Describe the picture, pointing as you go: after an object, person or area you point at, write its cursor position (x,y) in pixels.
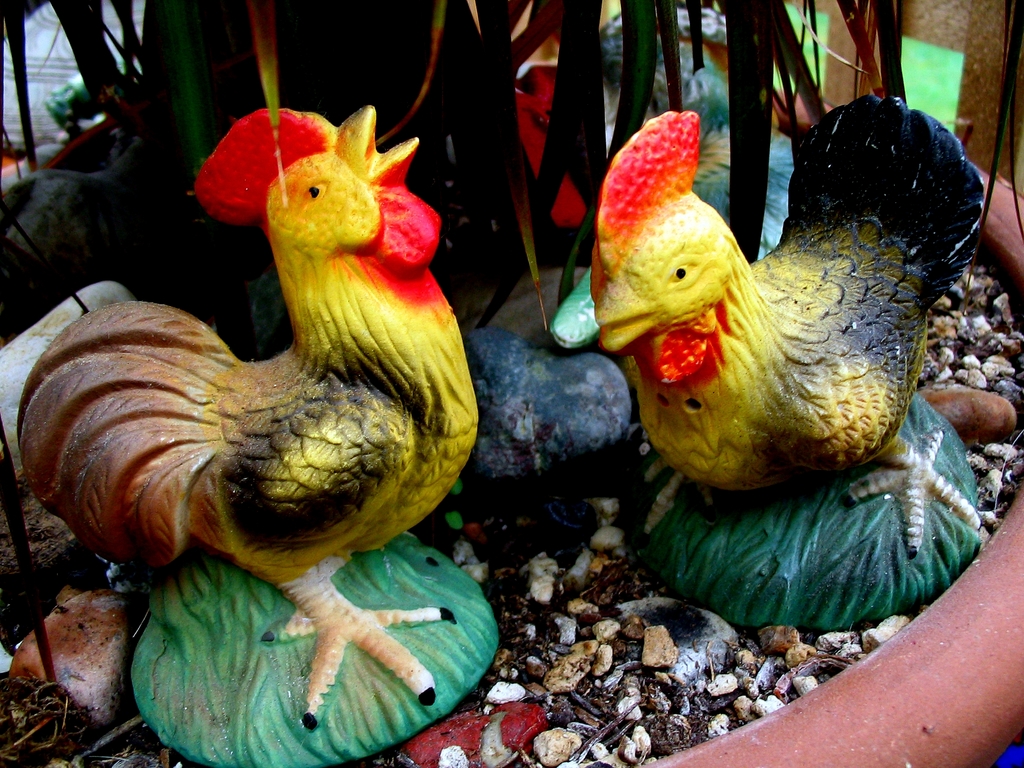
This picture seems to be clicked inside. In the foreground (587,630) we can see the gravels (554,711) and the sculptures (277,385) of two birds (683,360). In the background (771,84) we can see the leaves (420,89) and some other objects (696,97).
